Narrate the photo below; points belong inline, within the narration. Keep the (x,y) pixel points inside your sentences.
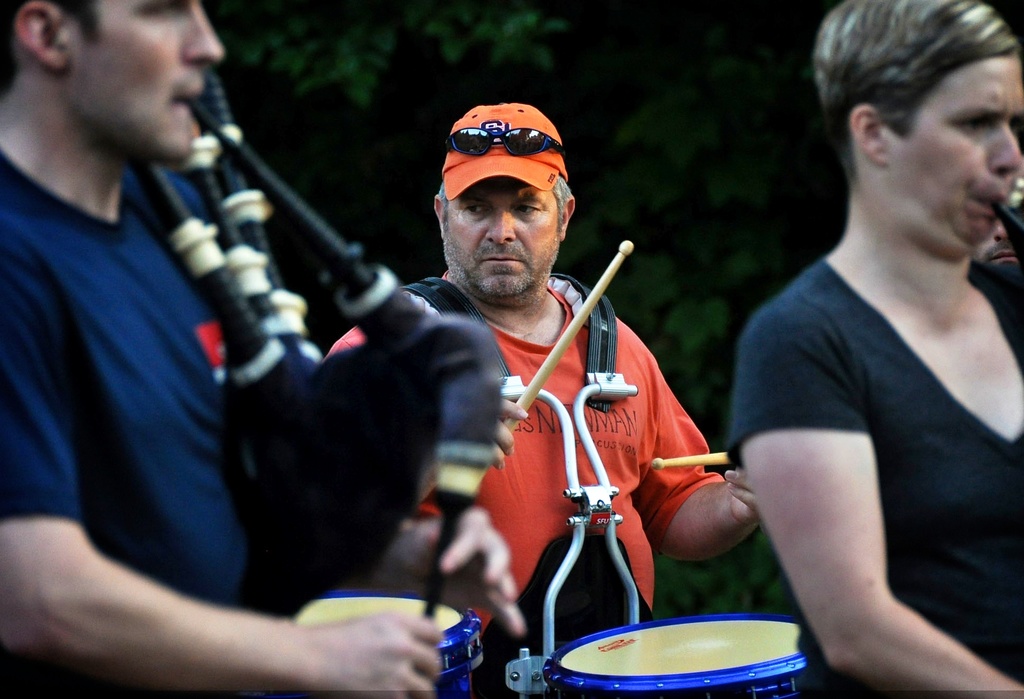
In this picture there are three persons (804,370) playing musical instruments (480,649). A man (610,435) in the center (613,374) wearing orange t shirt (571,355) and a orange cap (521,114), he is playing a drums (697,695). Towards the left corner (137,8) there is a man (166,38) wearing a blue t shirt (143,267) and playing bagpipes (306,217). Towards the right (927,118) there is a person (901,228) playing a musical instrument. In the background (533,67) there are group of trees (666,40).
